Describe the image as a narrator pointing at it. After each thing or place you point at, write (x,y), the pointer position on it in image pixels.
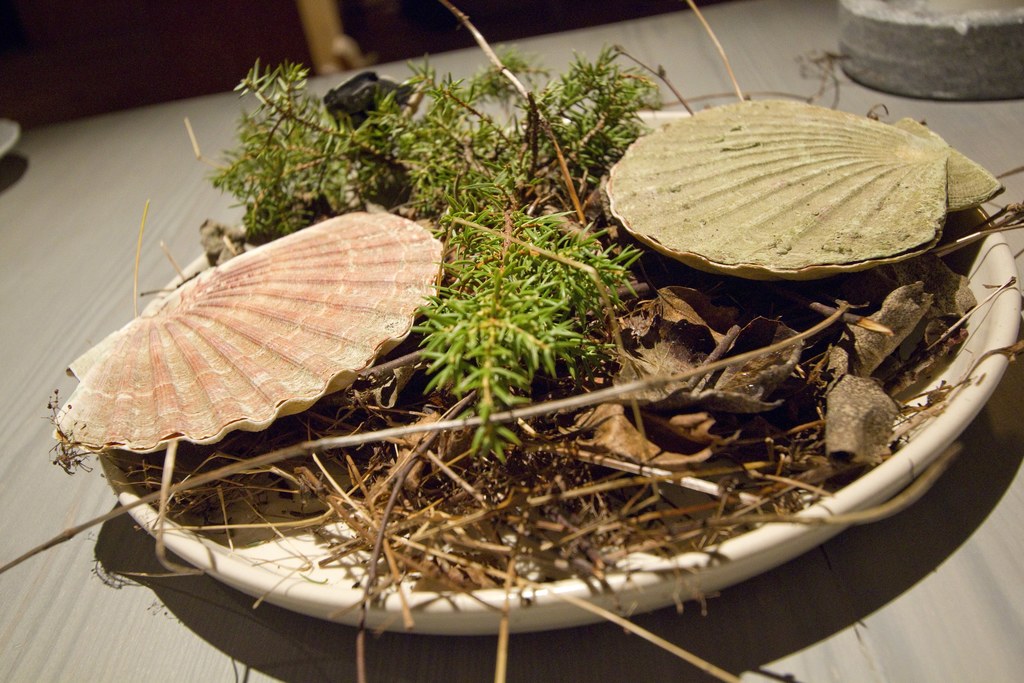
In this image we can see a plastic object (790,535) filled with leaves (470,282), dry grass (746,467) and stems (402,430).
